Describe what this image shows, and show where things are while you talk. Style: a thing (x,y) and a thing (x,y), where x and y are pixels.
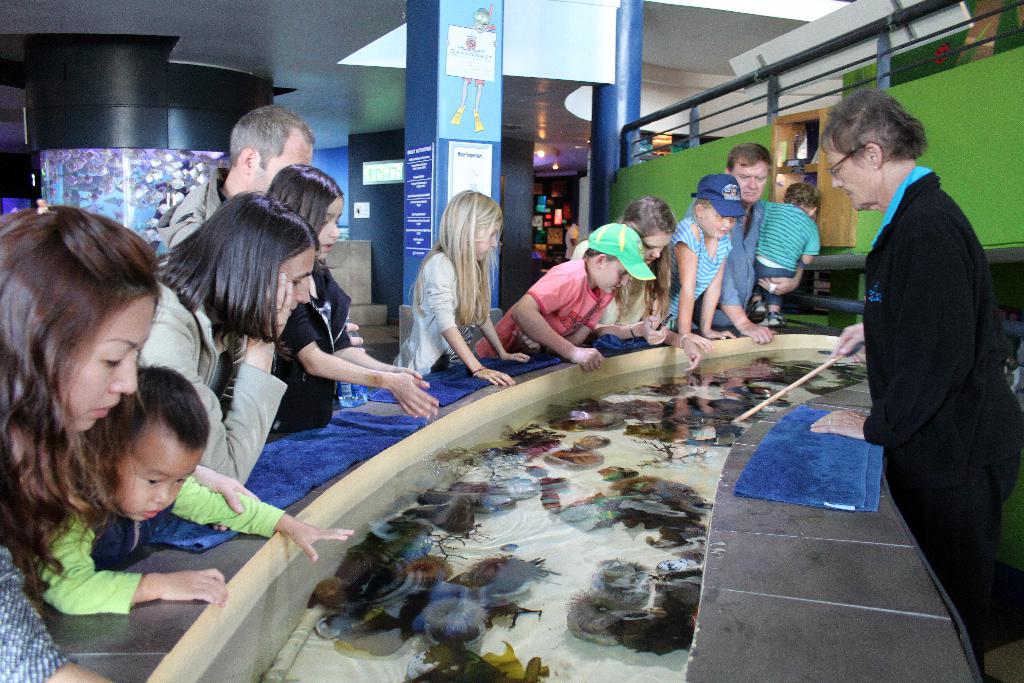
In this picture we can see some people (55,356) are standing and a person (912,386) in the black jacket (902,332) is holding a stick (830,361) and in front of the person (829,424) there is water (495,498) and some objects (463,530) in the water (533,480). Behind the people (320,402) there is a pillar (443,51), boards (453,79), iron grills (640,144) and some objects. At the top (580,111) there are lights (540,152).
